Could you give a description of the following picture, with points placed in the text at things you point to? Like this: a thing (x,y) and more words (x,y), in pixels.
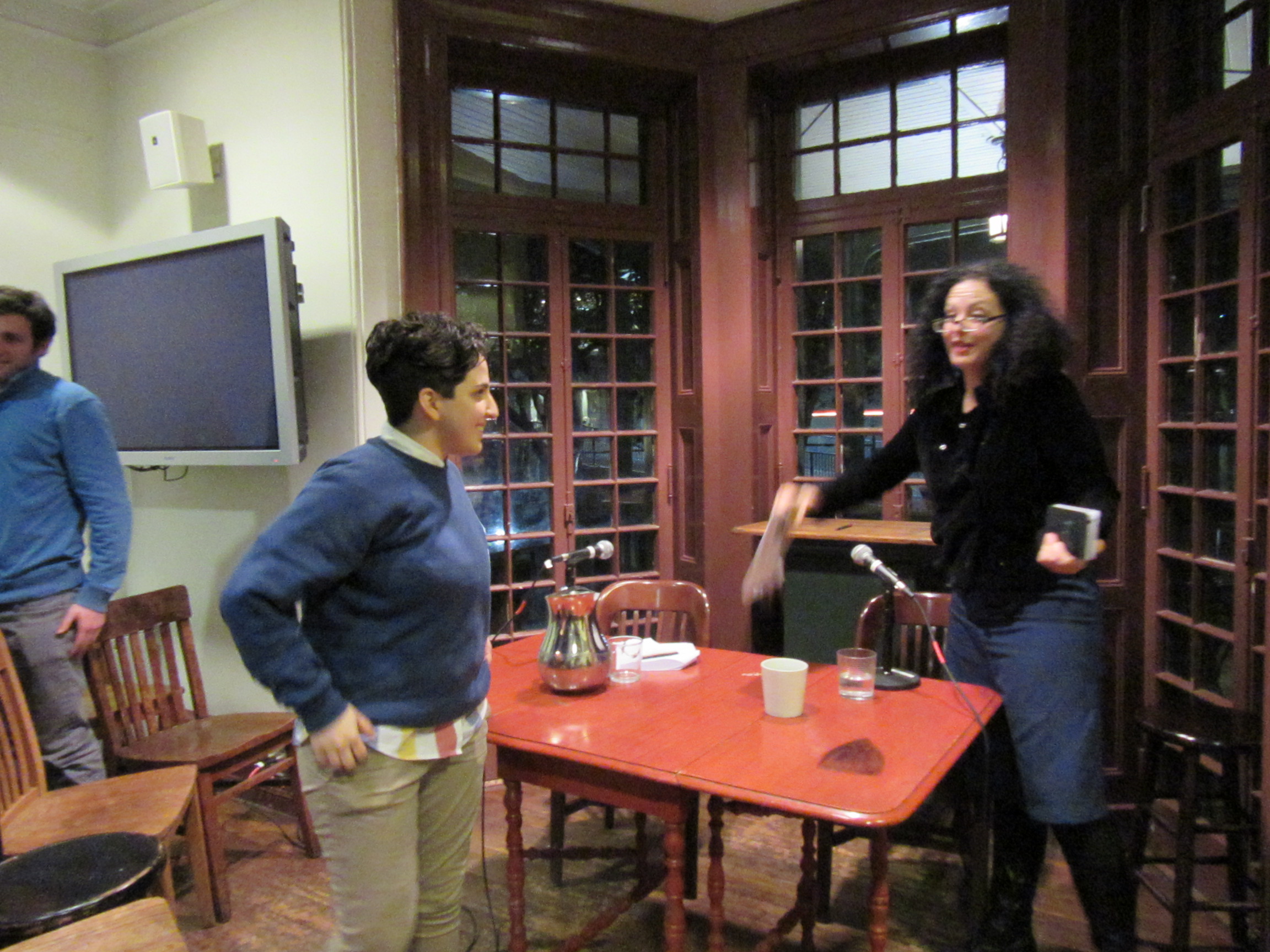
In this picture we can see two woman (356,495) and one man (13,382) standing where two woman (319,473) are talking to each other and in front of them on table (590,702) we have jar (546,660), glass (858,659) with water (855,680) in it, mics (890,669) and aside to this table (701,700) we have chairs (168,651) and in the background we can see television (226,268), windows (647,277).
